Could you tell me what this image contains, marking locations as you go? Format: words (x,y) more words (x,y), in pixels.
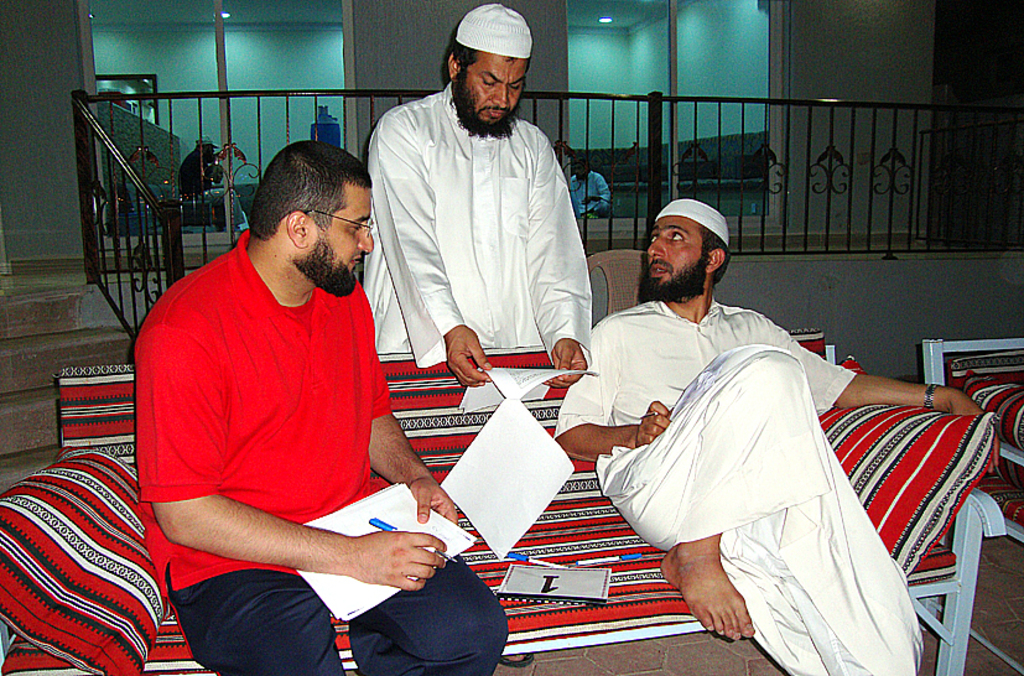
In this image there are a few people (396,316) sitting and standing, one is holding papers (516,383) and the other one holding papers (403,526) and a pen (389,524). On the sofa (565,558) there are two pens (581,566) and a paper (577,575), beside this sofa (99,426) there is another sofa (968,379), behind them there are stairs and railing (146,179) of a building (327,51) with glass doors (763,49) through which we can see there are a few people (193,158) sitting and there is an object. At the top of the image (246,6) there is a ceiling (271,6).
